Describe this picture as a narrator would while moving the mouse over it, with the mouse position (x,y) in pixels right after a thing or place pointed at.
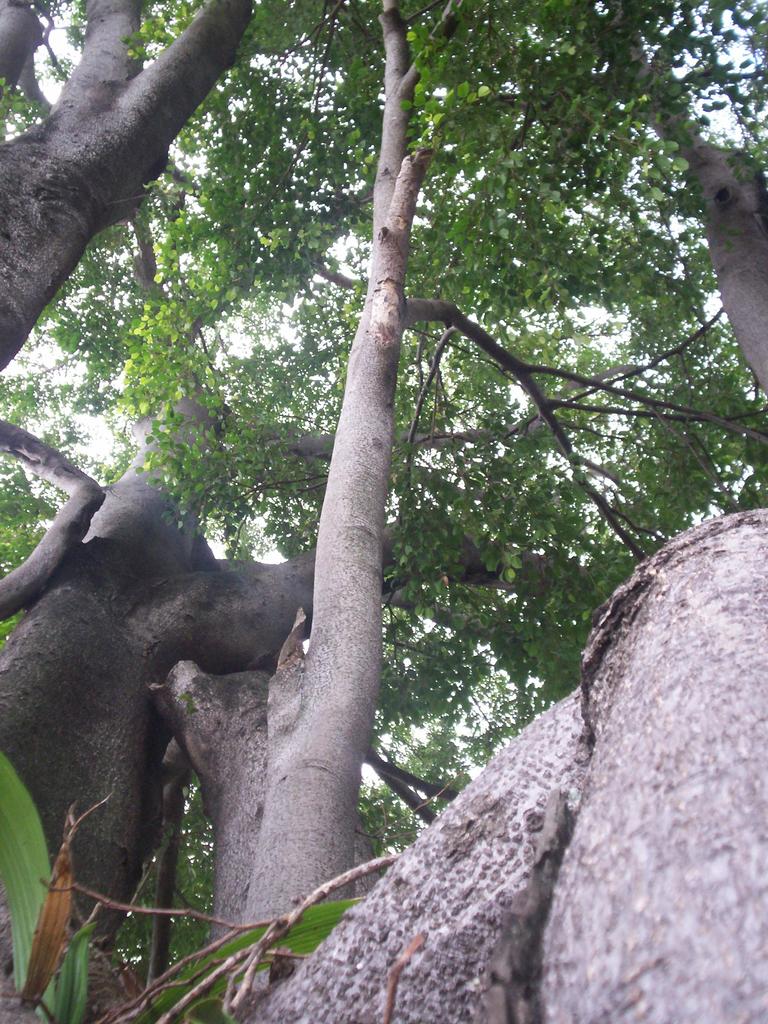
In this image I can see number of trees (474,489).
